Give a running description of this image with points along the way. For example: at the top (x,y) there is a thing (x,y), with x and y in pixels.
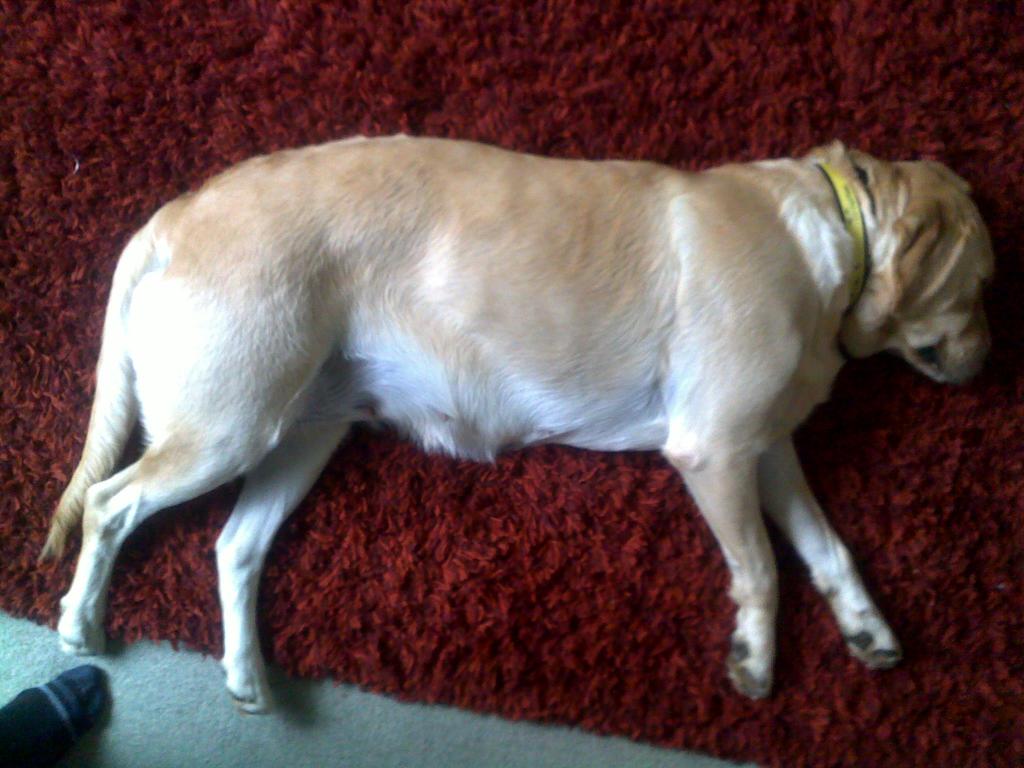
In this image there is a dog (441,398) sleeping on the red color mat (521,91).
